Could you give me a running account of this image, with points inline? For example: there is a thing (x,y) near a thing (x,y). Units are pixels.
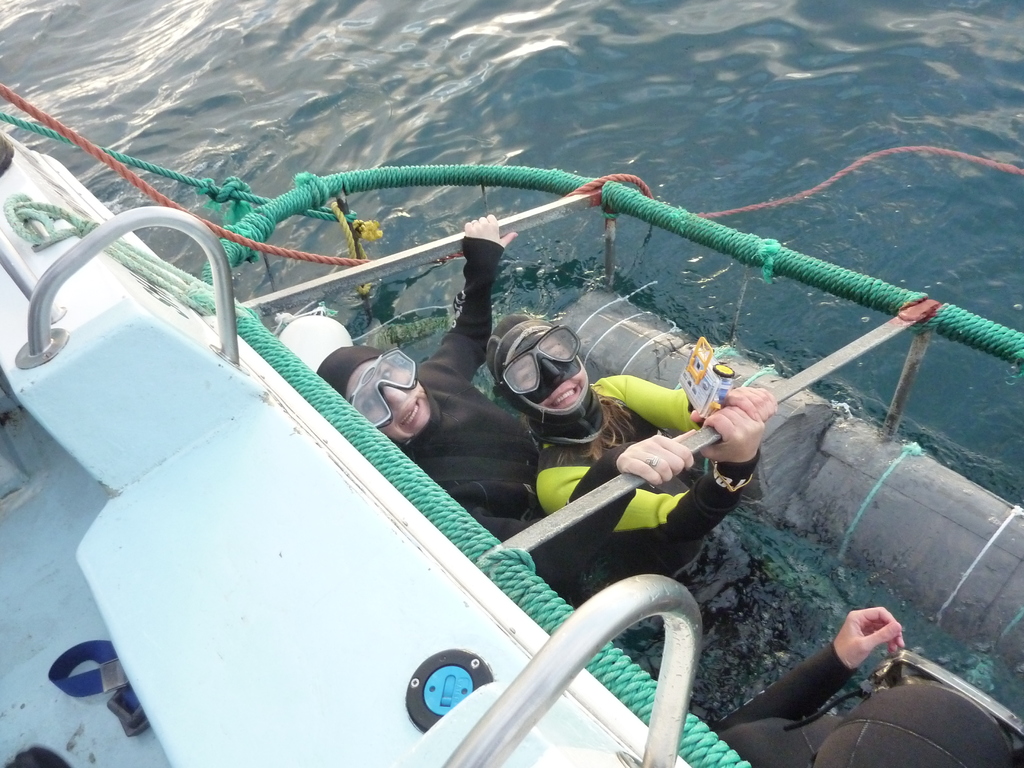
In this picture there is a woman (573,383) who is wearing goggles (543,351), cap (526,315), green t-shirt (599,466) and trouser (625,531). Besides him I can see another woman (498,419) who is wearing goggles (363,410) and black dress (472,480). Both of them are holding this rod (506,545). At the bottom (372,641) there is a white boat (307,610). At the top (352,8) there is a water (550,57).
